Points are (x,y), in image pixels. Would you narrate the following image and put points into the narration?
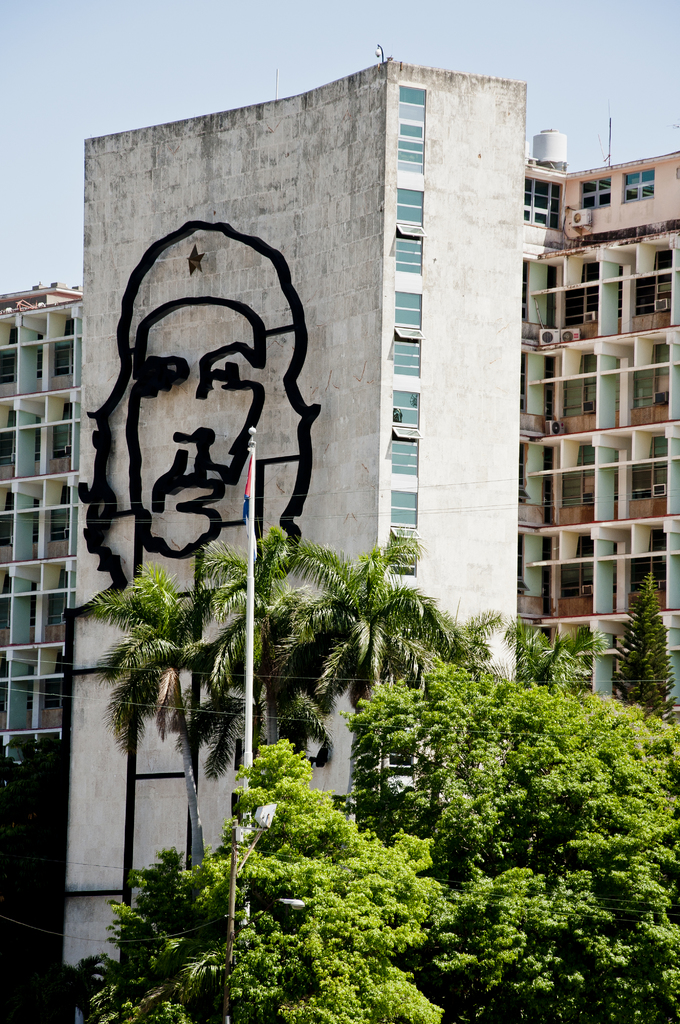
In this image in the center (237,381) there are some buildings (246,458) and at the bottom (368,864) there is a pole (252,491), flag (246,497) and some trees (512,767). At the top of the image (399,53) there is sky (253,63).
